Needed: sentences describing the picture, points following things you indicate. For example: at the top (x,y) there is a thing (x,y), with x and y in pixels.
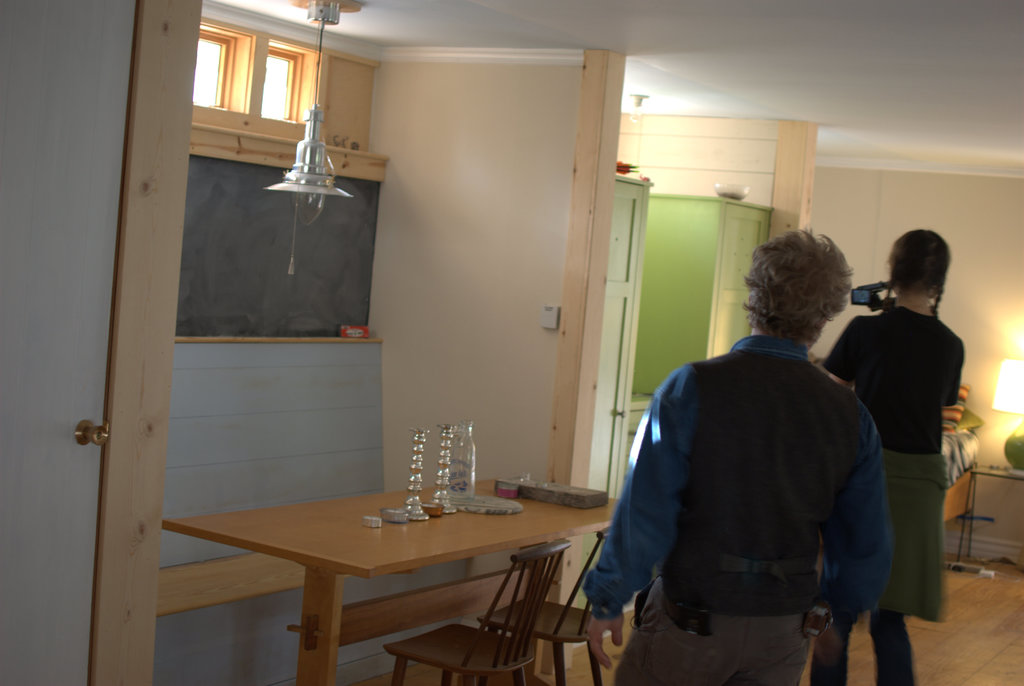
These two persons (792,392) are standing. This woman (922,397) is holding a camera (860,290). On this table (457,525) there is a bottle (466,472) and things (442,482). In-front of this table (516,527) there are chairs (521,557). On top (306,155) there is a light (306,187) attached to roof top (313,33). This is bed (962,446) with pillows (959,425). Beside this bed (957,433) there is a table (980,470), on this table (1013,470) there is a lantern lamp (1021,461). Above this cupboard (725,229) there is a bowl (731,193).
